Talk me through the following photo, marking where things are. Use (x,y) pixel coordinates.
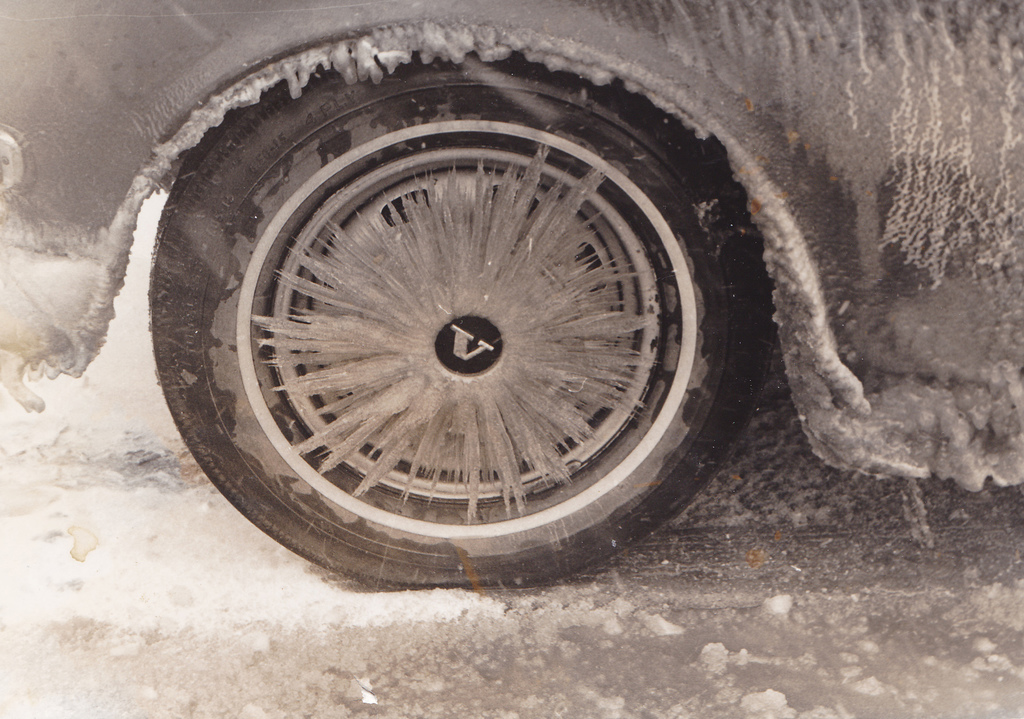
In this image I can see a vehicle (305,172) on the road (482,706) and the image is in black and white.
